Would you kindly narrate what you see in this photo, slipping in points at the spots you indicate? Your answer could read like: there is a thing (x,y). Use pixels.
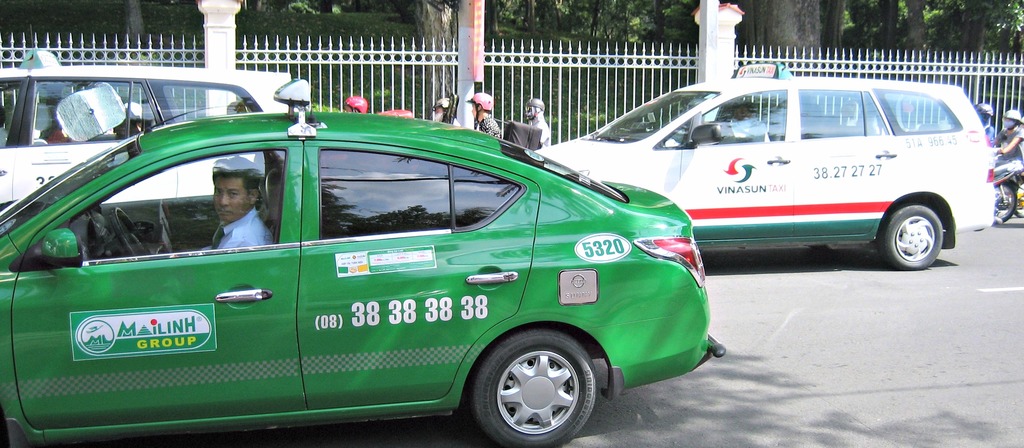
In this image there is a green colour car (267,276) on the road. Beside the car (554,394) there are so many bikes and cars (849,108) on the road (896,289). In the background (561,50) there is a fence (537,56), Behind the fence (552,66) there are trees (589,35).
